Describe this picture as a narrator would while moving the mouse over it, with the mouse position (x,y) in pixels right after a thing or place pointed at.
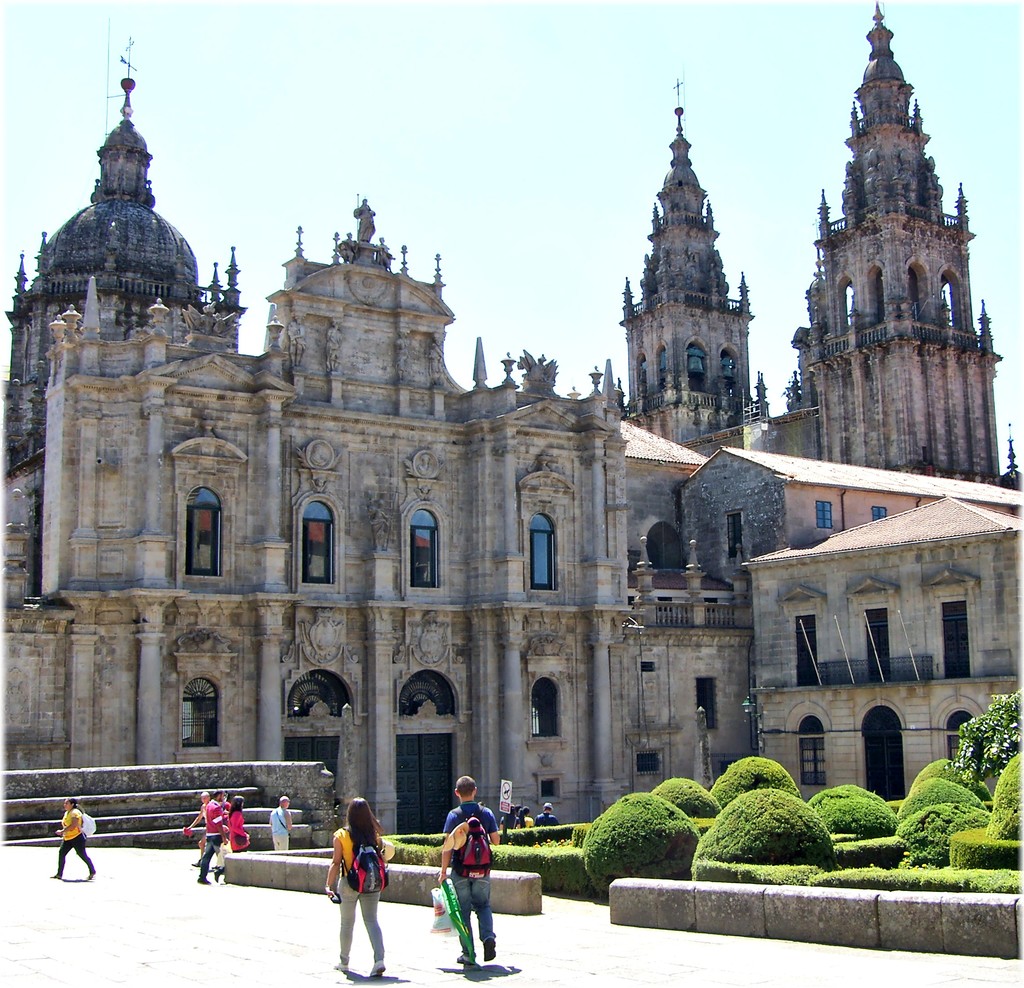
In the image there is a monument (303,481) and in front of that there is a beautiful park (706,803). Few people (69,808) were moving on the path (741,961) around the park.
